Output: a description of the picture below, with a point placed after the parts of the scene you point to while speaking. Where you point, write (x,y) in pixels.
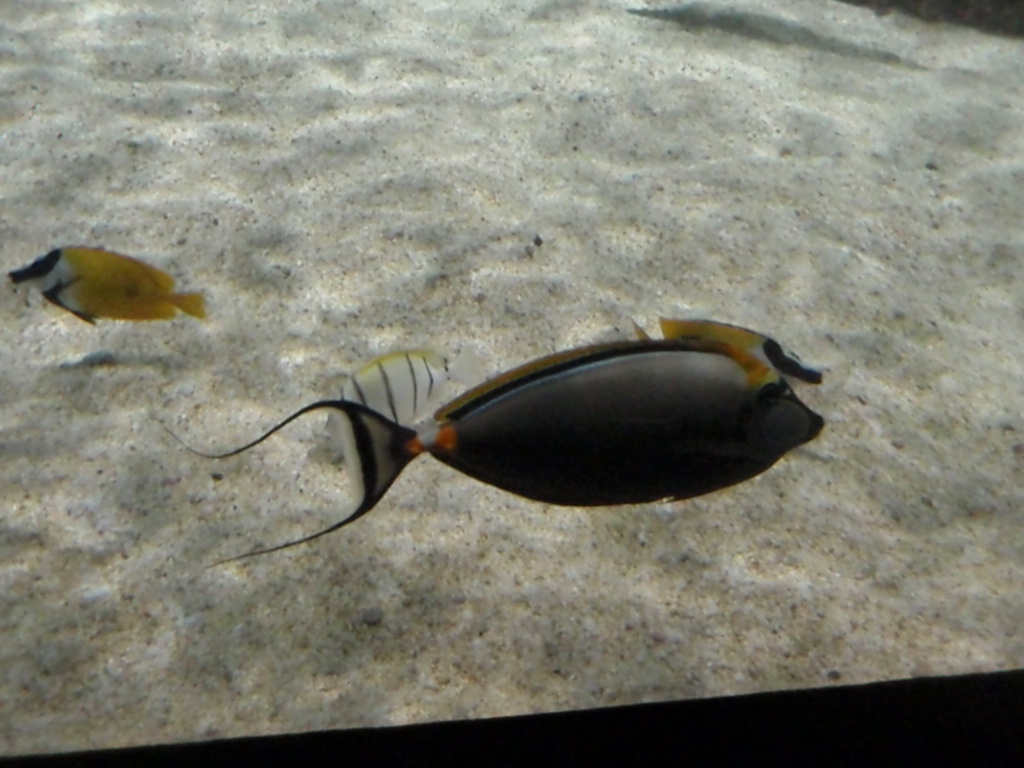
As we can see in the image there is water (349,258), sand (349,219) and fishes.
